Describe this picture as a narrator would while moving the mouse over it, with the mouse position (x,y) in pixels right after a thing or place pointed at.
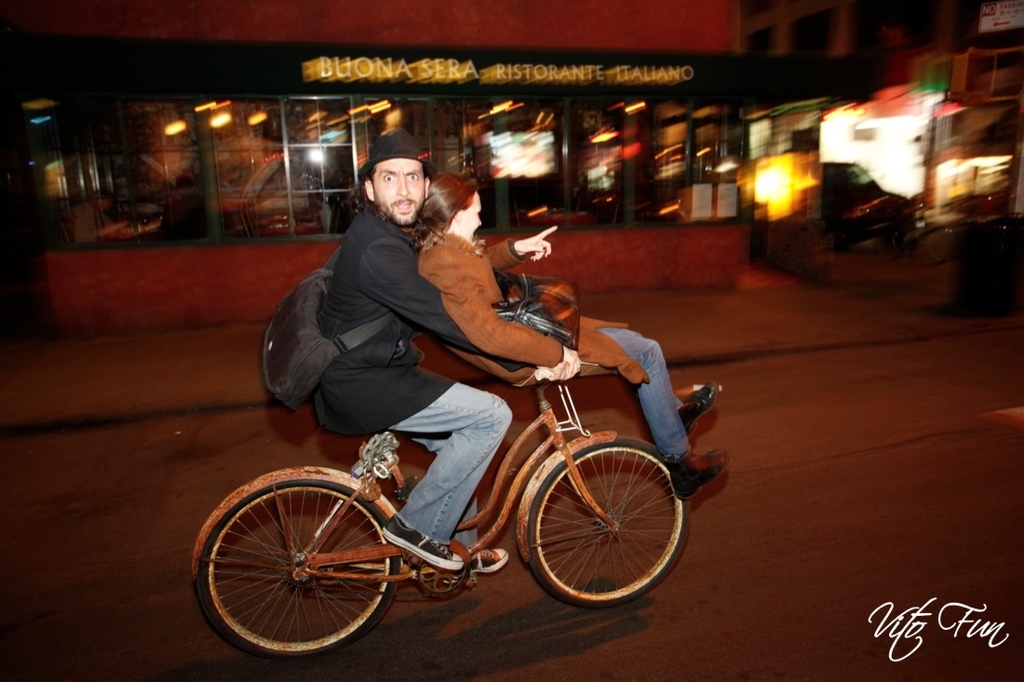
In this image in the center (400,414) there is one man (377,375) who is sitting on a cycle (380,501) beside that man (389,288) there is one girl (464,322). On the top (331,130) there is one store (430,144) and on the right side (877,93) there is one building (859,149).
